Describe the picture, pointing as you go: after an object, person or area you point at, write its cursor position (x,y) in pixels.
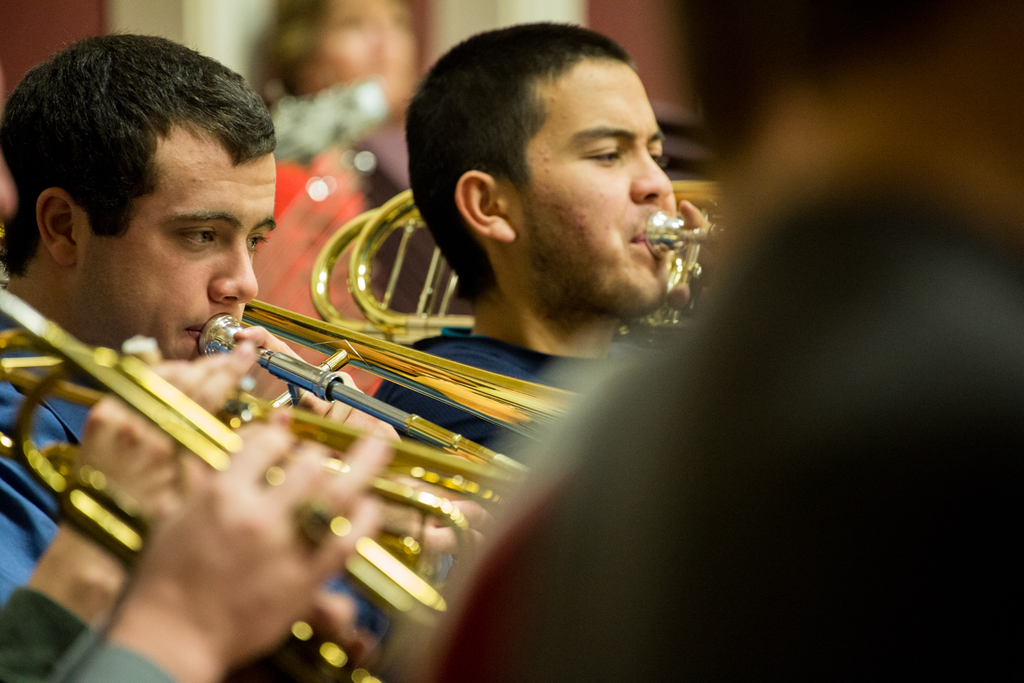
In the image we can see there are many people (455,184) wearing clothes (807,494) and these are the musical instrument (393,473). The right side (790,498) and the background of the image (350,84) is blurred.
